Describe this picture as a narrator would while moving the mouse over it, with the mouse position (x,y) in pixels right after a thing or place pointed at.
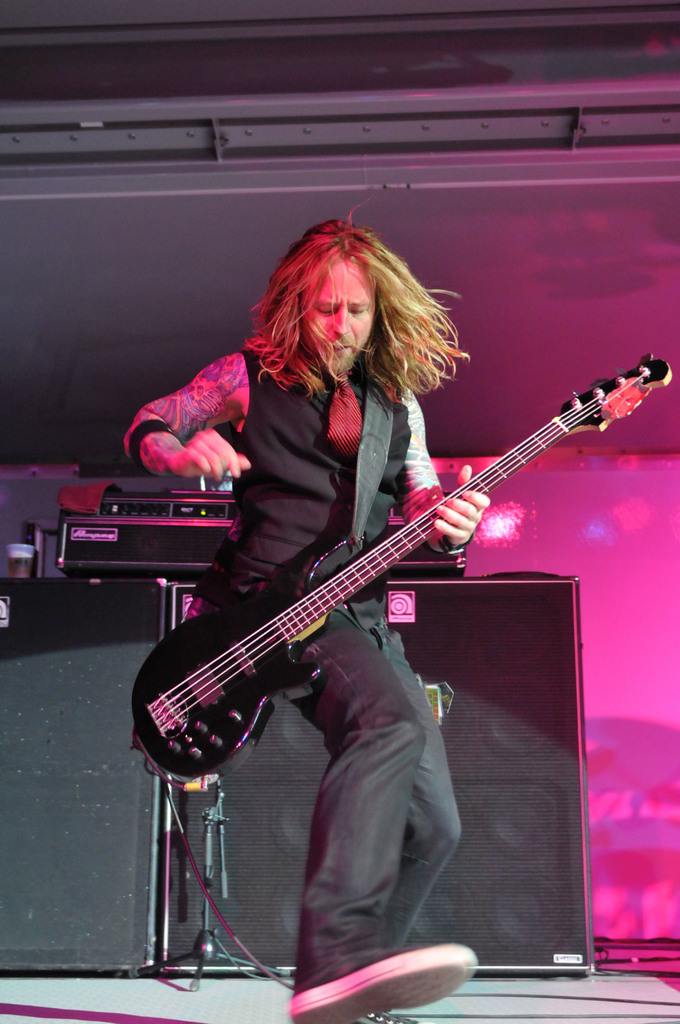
In the foreground of this image (353,660), there is a man (398,948) standing on a stage (531,986) holding a guitar (325,608). In the background (206,886), there is a stand (206,881), speaker boxes (99,801) and an electronic devices (102,556) and it seems like there is a wall (60,448) in the background (60,448).
